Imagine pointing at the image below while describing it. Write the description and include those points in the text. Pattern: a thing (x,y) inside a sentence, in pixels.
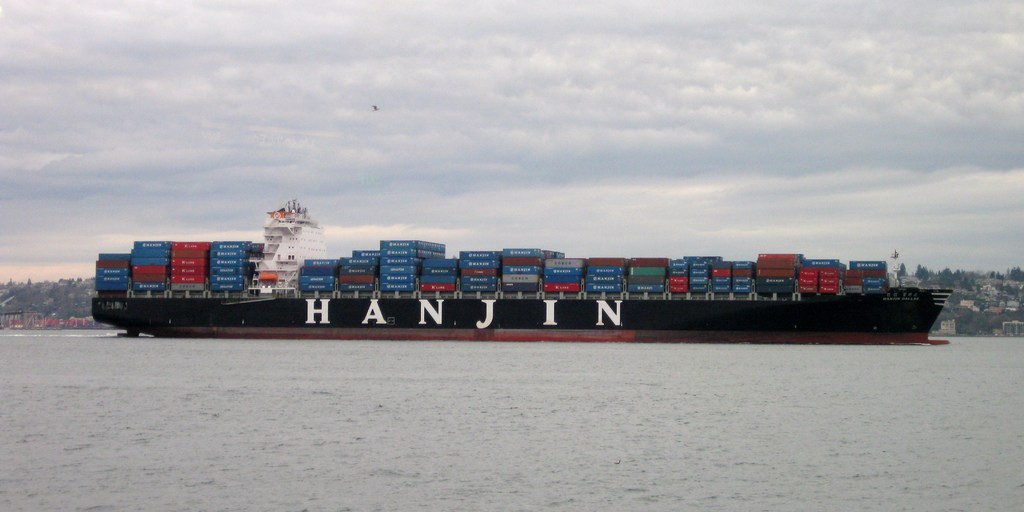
This image is taken outdoors. At the top of the image (249,158) there is the sky (120,161) with clouds (540,122). At the bottom of the image (158,409) there is a sea (437,402) with water (698,399). In the background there are many houses (980,294). There are many trees (961,311) and plants (982,312) on the ground (62,305). In the middle of the image (408,318) there is a big ship (408,322) with a huge luggage (532,283) in it. There is a text (437,313) on the ship (538,316) and there are many containers (156,273) in the ship (497,275).
